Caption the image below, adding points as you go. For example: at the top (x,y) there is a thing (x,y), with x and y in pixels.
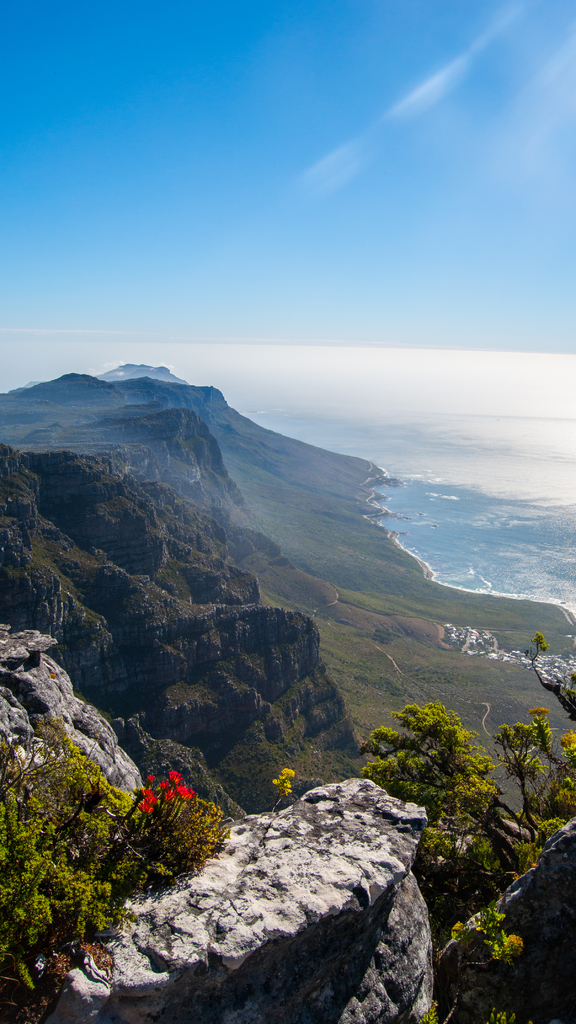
In the center of the image (270,440) there are mountains (191,695). To the right side of the image (508,464) there is water (523,510). In the foreground of the image (377,878) there is rock (275,867), plants (434,832). At the top of the image (209,115) there is sky (175,216).
